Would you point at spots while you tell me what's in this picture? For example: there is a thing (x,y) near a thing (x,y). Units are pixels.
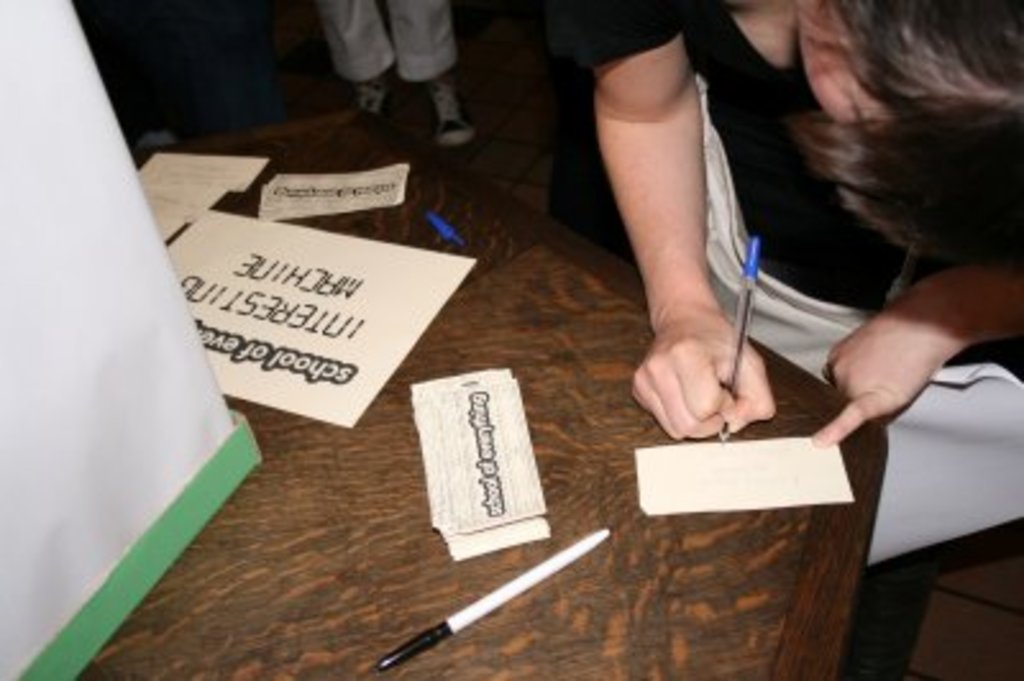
In this image, there are a few people (911,110). Among them, we can see a person (775,315) holding an object (750,250). We can see a table (565,264) with some objects (479,528) like posters (471,423). We can also see a white colored object (35,14) on the left (140,364). We can see the ground (515,168).
